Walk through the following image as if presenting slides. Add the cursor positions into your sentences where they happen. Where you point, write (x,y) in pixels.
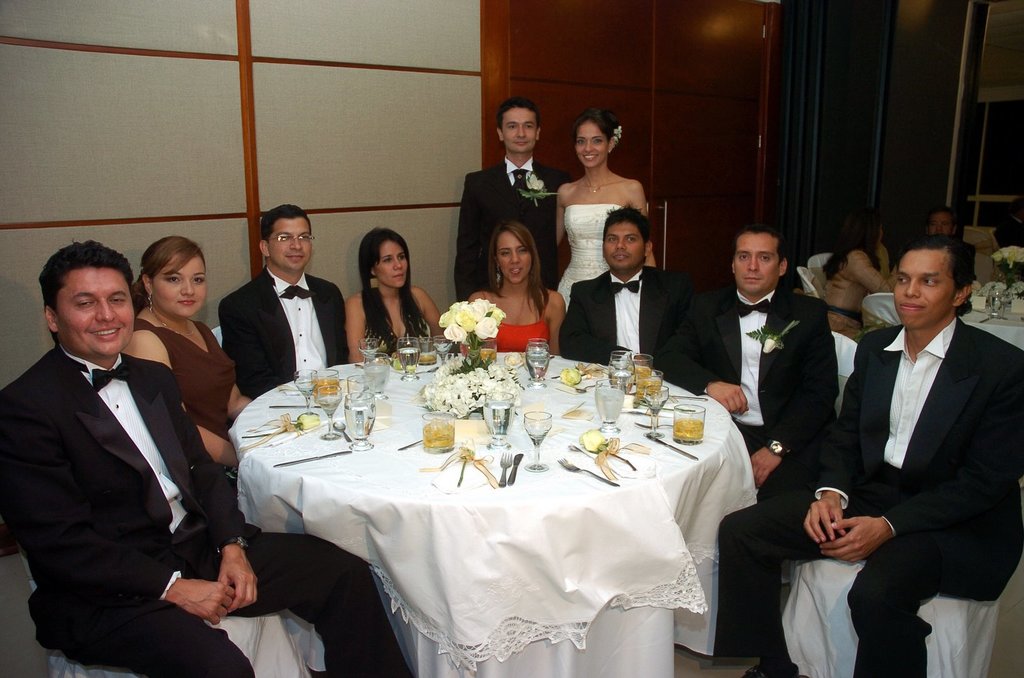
This is a picture from the wedding. In the center (383,444) there is a dining table (268,396) and chairs (265,627), on the table (400,454) there are glasses (609,388), drinks (616,402), flowers (464,371), spoons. Around the table (386,460) there are people (631,332) seated. In the background (521,147) there is couple (602,118) standing. On the right (873,245) there is another table (978,308) and people (876,255) seated. There is a wooden wall (630,69) in the background (654,65).
